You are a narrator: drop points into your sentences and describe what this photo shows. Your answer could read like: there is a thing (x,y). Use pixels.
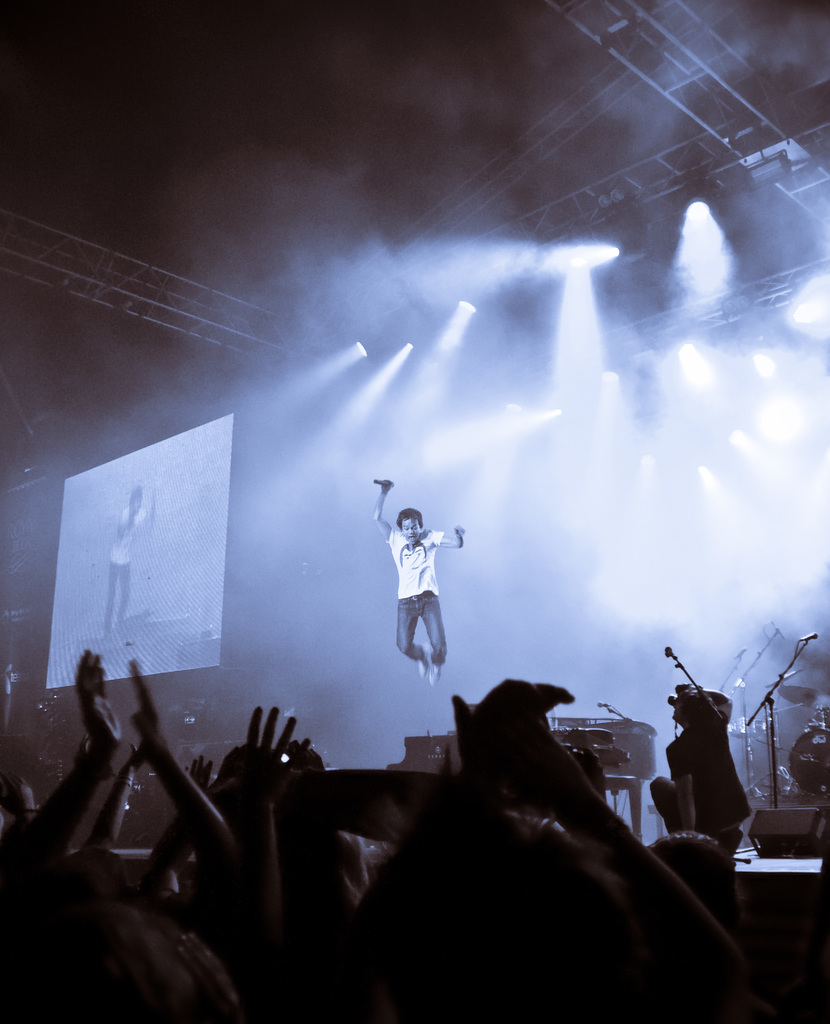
In this picture we can see a person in the air (609,560) and he is holding a mike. There are few people (464,799), musical instruments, and a screen (221,473). There is a dark background (3,115) and we can see lights (471,306).
